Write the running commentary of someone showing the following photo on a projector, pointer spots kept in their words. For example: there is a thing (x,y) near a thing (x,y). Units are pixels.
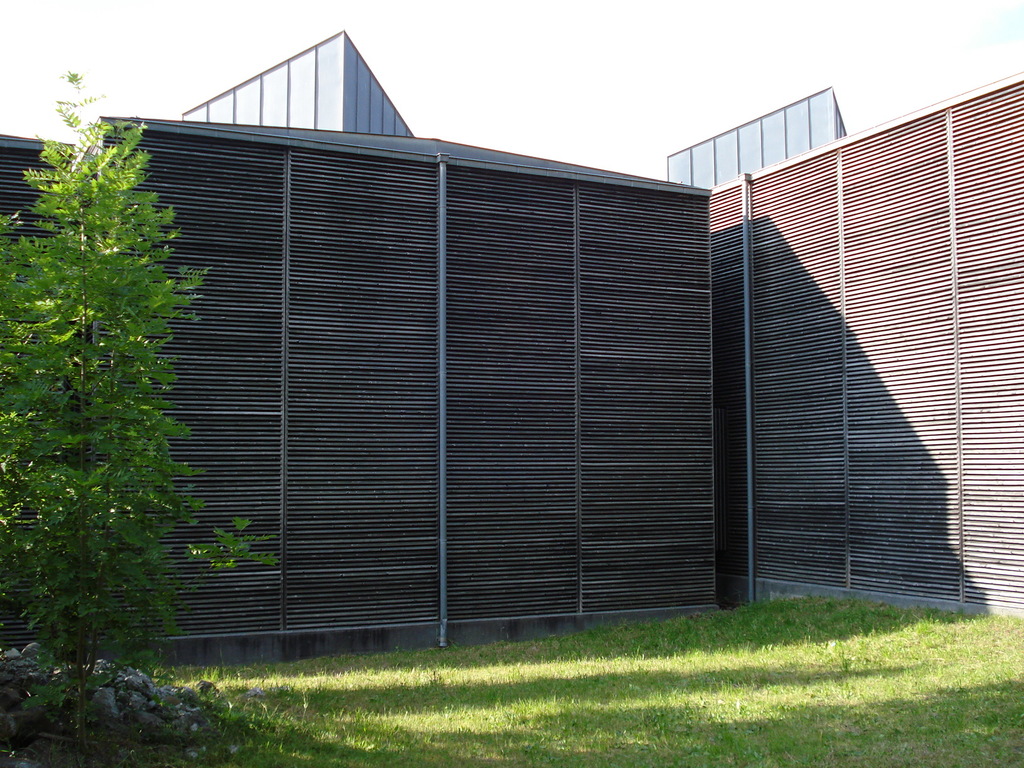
In the image we can see fence (573,425), plant (131,536), stones (145,680), grass (616,671) and a sky (527,58).
